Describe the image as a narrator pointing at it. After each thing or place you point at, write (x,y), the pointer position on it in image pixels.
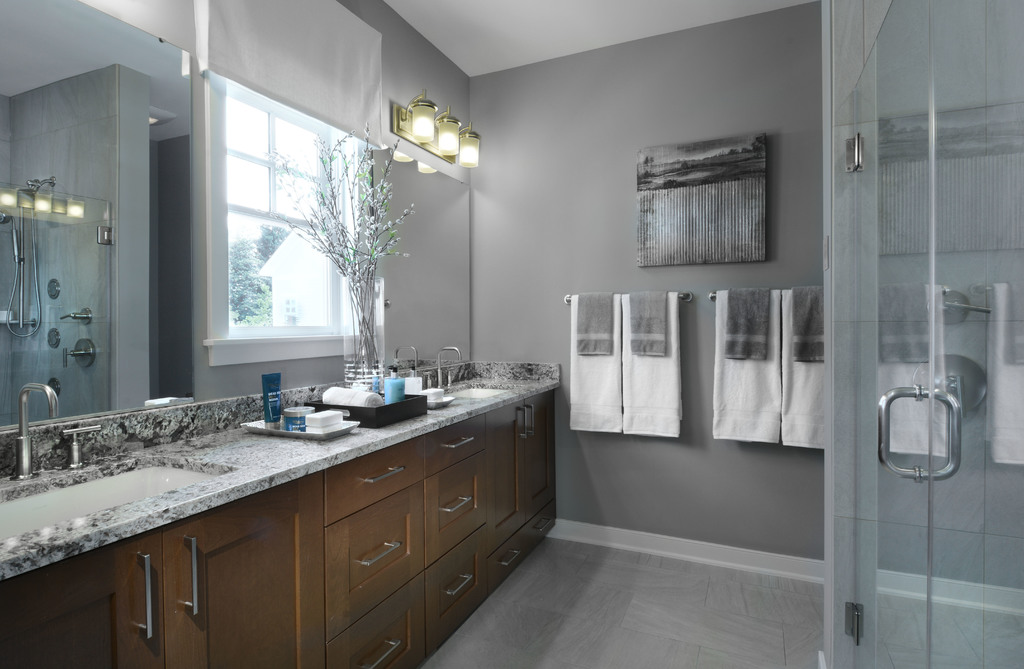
In this picture we can see floor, towels (728,357) hanging on hangers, sinks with taps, plants (353,258) in a vase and objects (329,405) on shelf (333,455), under the shelf (322,465) we can see cupboards (377,618). We can see mirror (147,308), glass window (305,292), board (704,241) on the wall (653,131) and lights (472,134), through glass window (284,291) we can see trees (248,309) and sky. We can see reflection (163,101) of taps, pipe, lights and wall (126,350) on the mirror (74,369). On the right side of the image (921,490) we can see glass door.
